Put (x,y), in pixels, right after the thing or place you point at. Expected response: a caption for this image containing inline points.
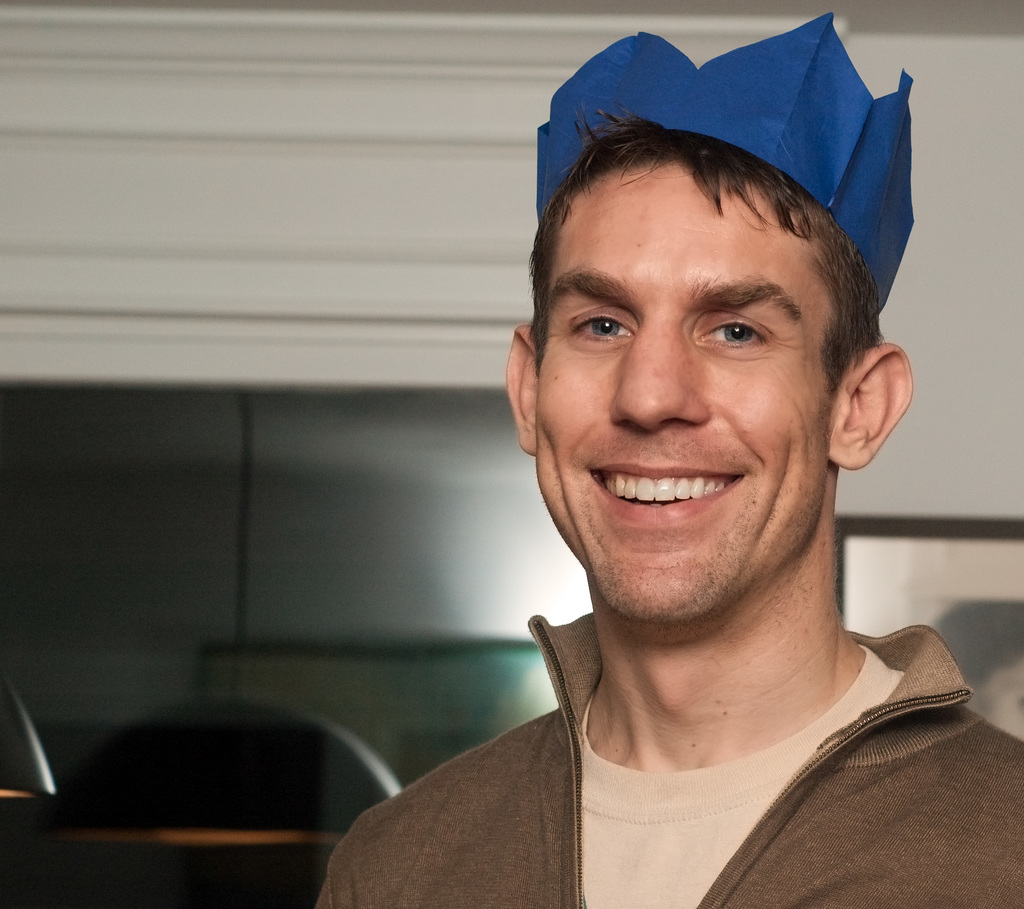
In the center of the image (554,446) there is a person (882,702) wearing a blue color crown (568,108) and a brown color jacket (923,721). In the background of the image (924,380) there is a wall (928,241).
